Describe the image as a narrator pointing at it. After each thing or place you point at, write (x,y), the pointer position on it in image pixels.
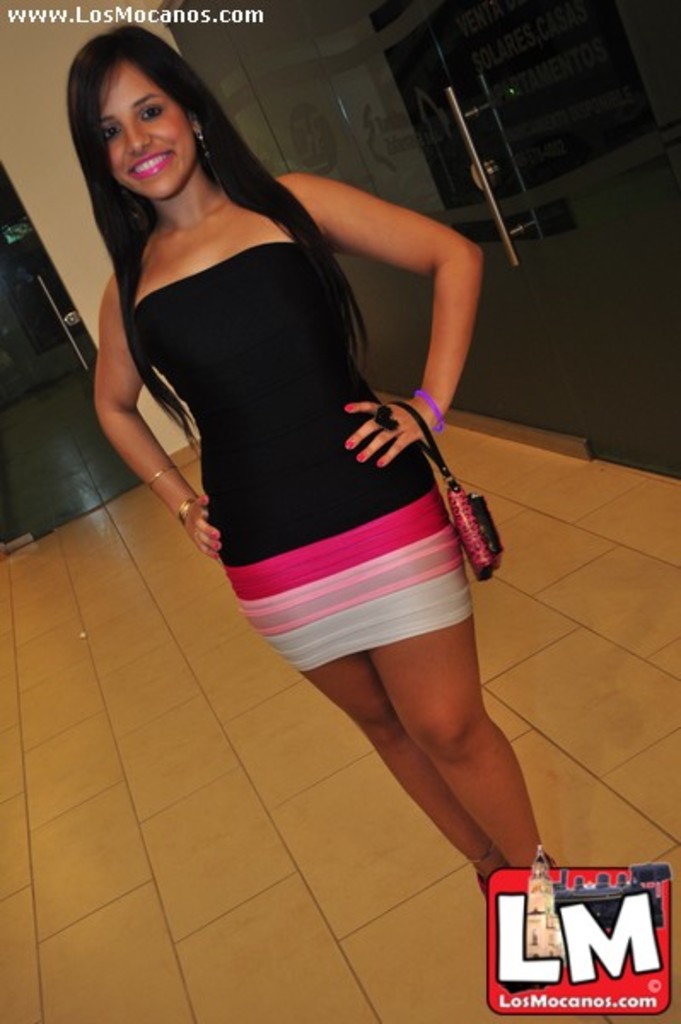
In this image we can see a lady (348,515) with a wallet (484,542) is standing. In the back (353,275) there are doors (391,190). At the top left (204,13) and bottom right corner (509,917) there is watermark (532,916).
